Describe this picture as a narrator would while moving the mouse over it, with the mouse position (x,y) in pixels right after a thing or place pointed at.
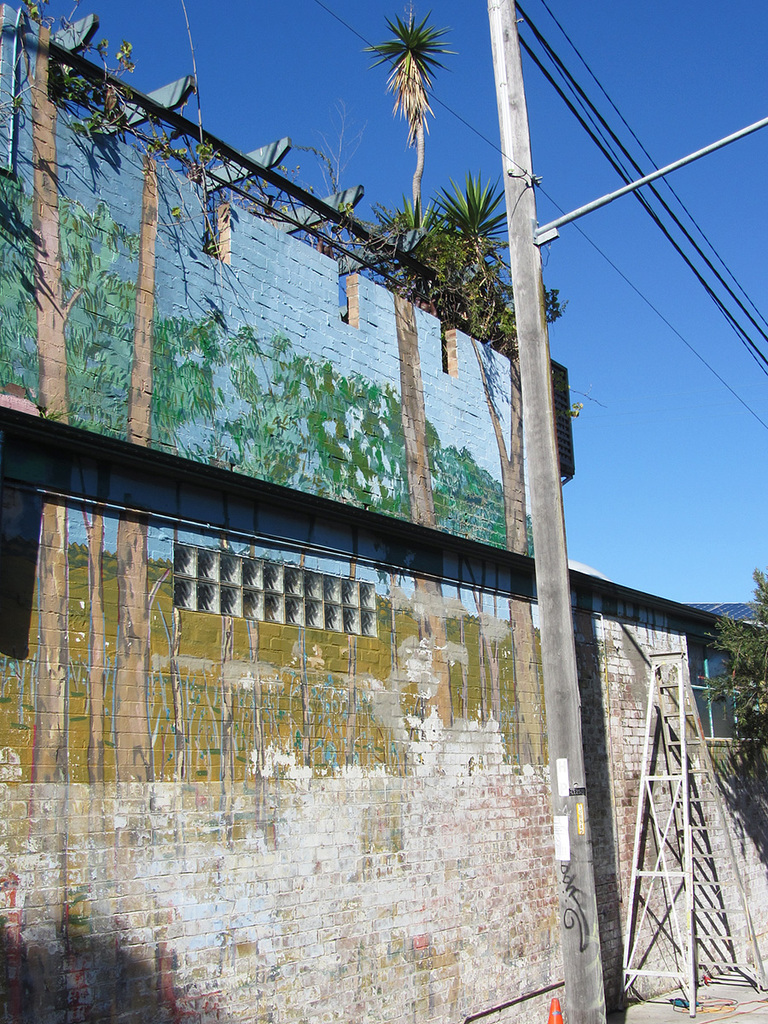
On the left side (177,754), there is a painting (277,414) on the brick wall (277,724) of a building (344,847). On the right side (582,972), there is a pole (511,187) having cable (602,88) and there is a ladder (668,753) on a footpath (738,1022). In the background (767,644), there are trees (477,229) and there is blue sky (342,67).
